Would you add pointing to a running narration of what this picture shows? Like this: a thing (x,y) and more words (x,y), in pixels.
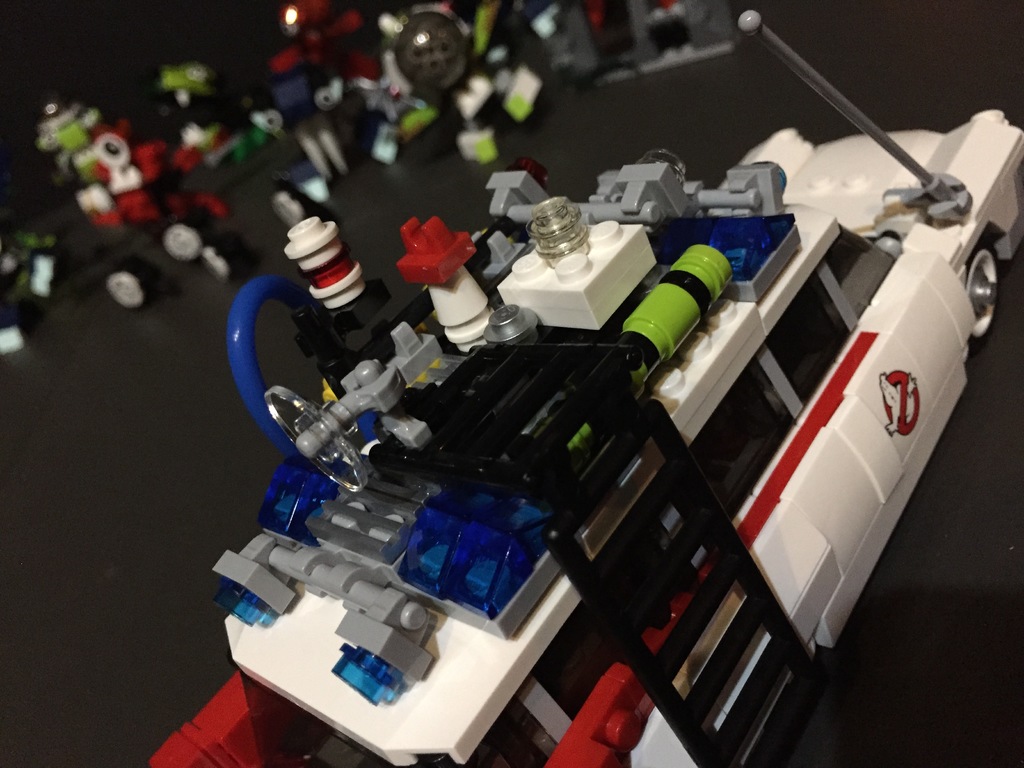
There are toys (576,328) in this image which are kept on the ground (930,558). In the front (835,456) the toy (827,413) is the model of vehicle (802,427).
